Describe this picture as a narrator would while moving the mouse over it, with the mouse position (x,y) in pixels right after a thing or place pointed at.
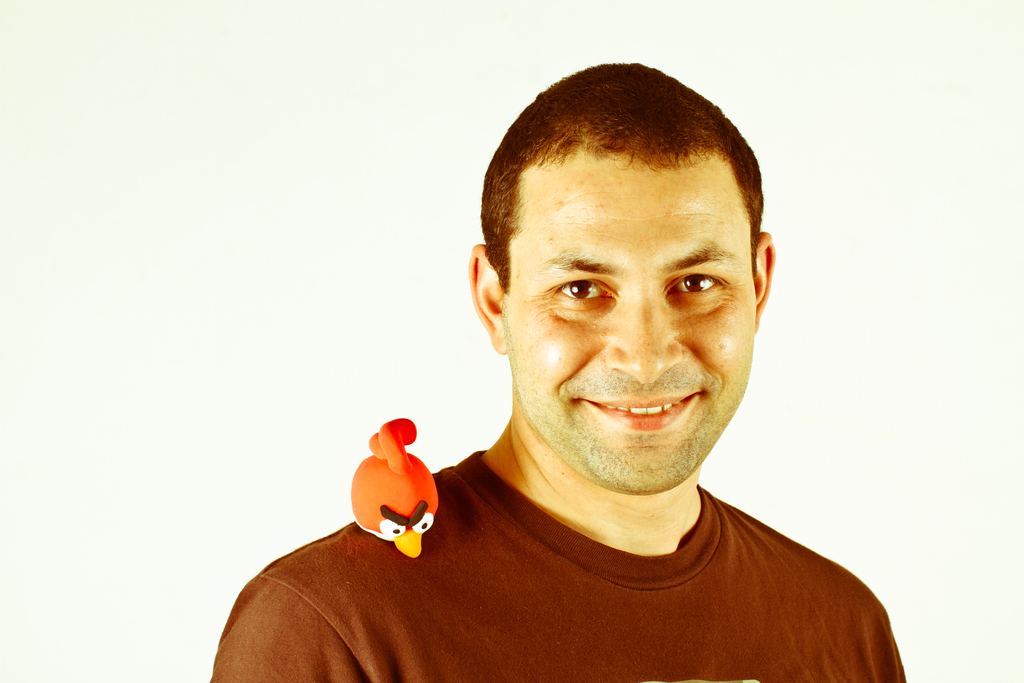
In this picture we can see a man (661,412), he is smiling, and we can see a toy (369,500).
